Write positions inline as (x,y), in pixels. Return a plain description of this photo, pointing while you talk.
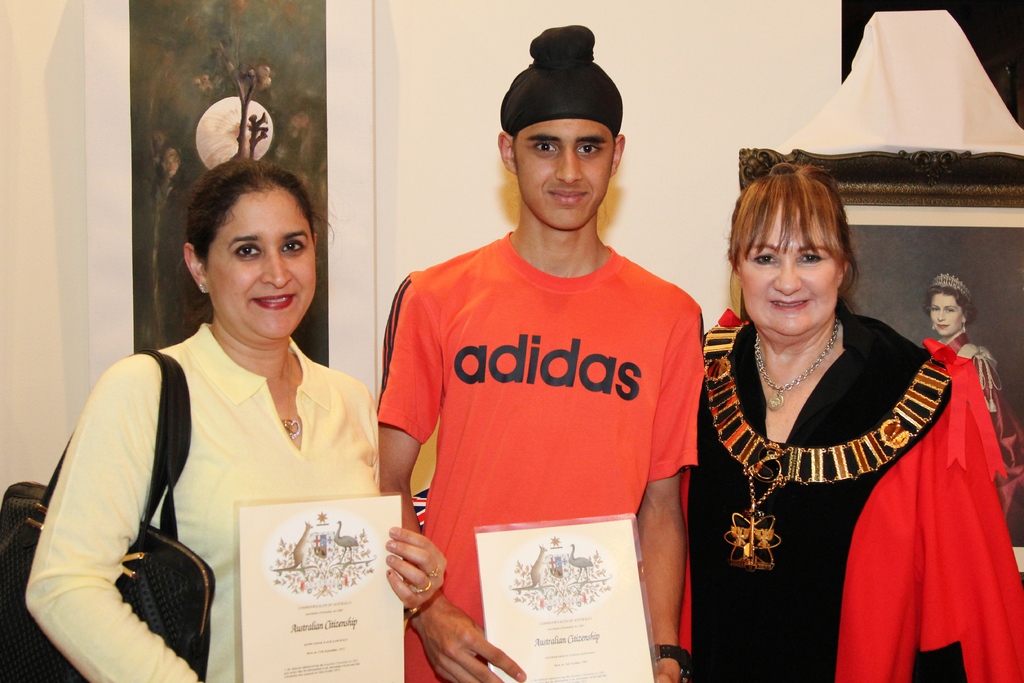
In this image there are three persons (466,452) standing with a smile on their face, in them two are holding a memo (498,607) in their hand (429,566), behind them there are photo frames (317,161) hanging on the wall (429,145).
